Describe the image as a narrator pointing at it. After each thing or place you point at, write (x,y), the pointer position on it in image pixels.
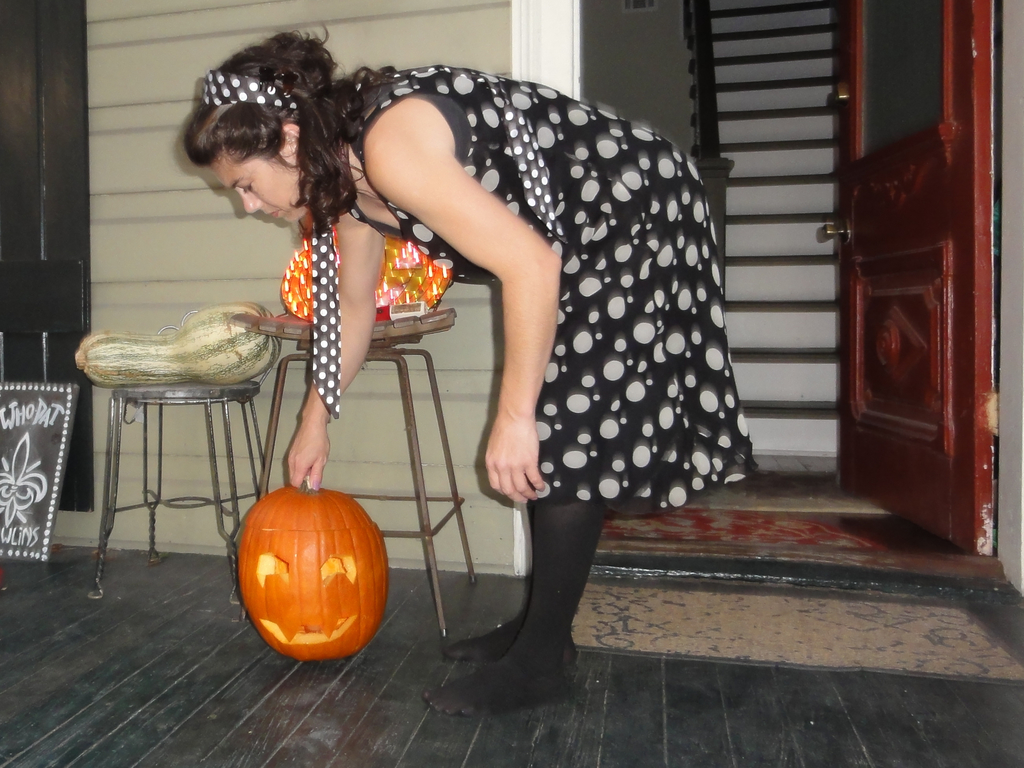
This picture might be taken on the porch (731,714). In this image, in the middle (535,288), we can see a woman (693,469) standing and she is also holding a pumpkin (312,652). On the right side (940,19), we can see a door (938,10) which is opened, in the room (808,279), we can see a staircase (804,323). On the left side (211,391), we can see some tables (411,455), on that tables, we can see some vegetables (181,333), we can also see a black board (50,424) on the left side (63,538) and a wall (137,12), at the bottom (840,612) there is a mat (763,601).
